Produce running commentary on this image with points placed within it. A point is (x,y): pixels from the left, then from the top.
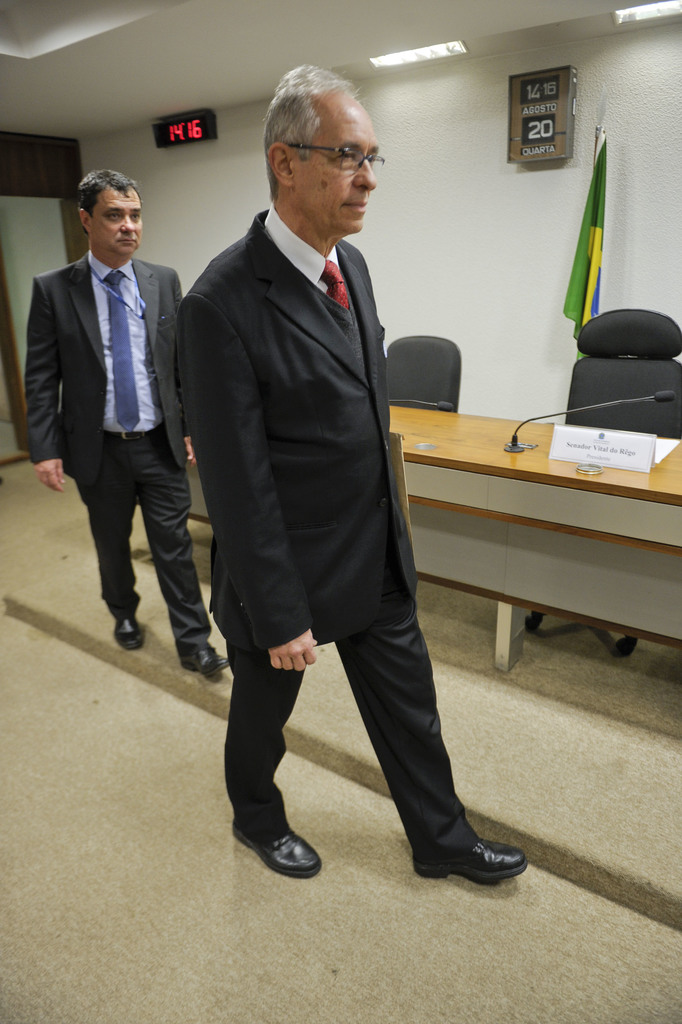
These two persons (279,400) wore suits (171,368) and walking, as there is a movement in their legs (392,713). These are chairs (455,370). In-front of these chairs (610,421) there is a table (614,507), on this table (545,444) there is a name board (585,455) and mic (603,406). A calendar (540,135) and a digital clock (190,131) on wall (252,199). This is flag (590,251).
